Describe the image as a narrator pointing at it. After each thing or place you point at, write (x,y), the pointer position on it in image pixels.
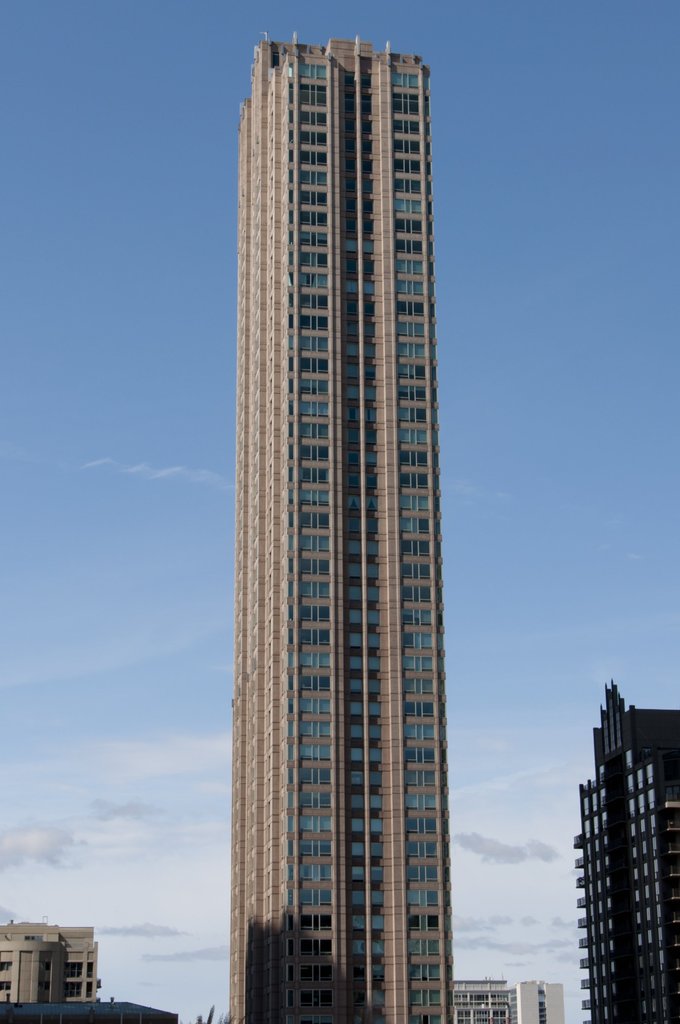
We can see buildings (387,847) and sky (528,753) with clouds (492,848).
